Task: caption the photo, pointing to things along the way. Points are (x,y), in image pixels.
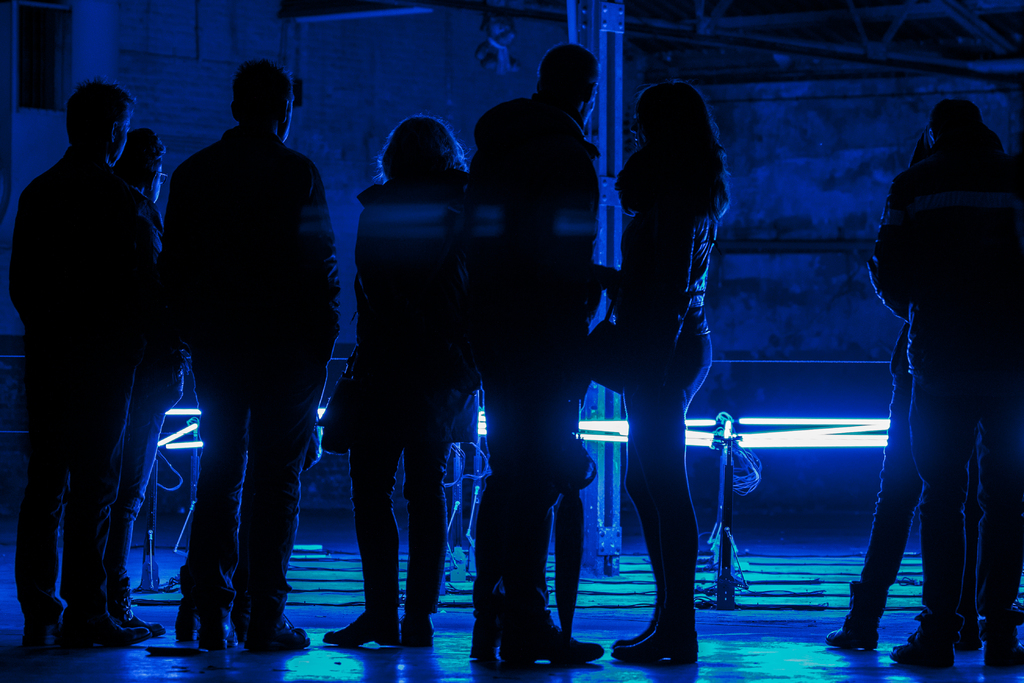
In this image I can see group of people (663,174) standing, background (194,426) I can see a light (710,422) and I can see the dark image.
